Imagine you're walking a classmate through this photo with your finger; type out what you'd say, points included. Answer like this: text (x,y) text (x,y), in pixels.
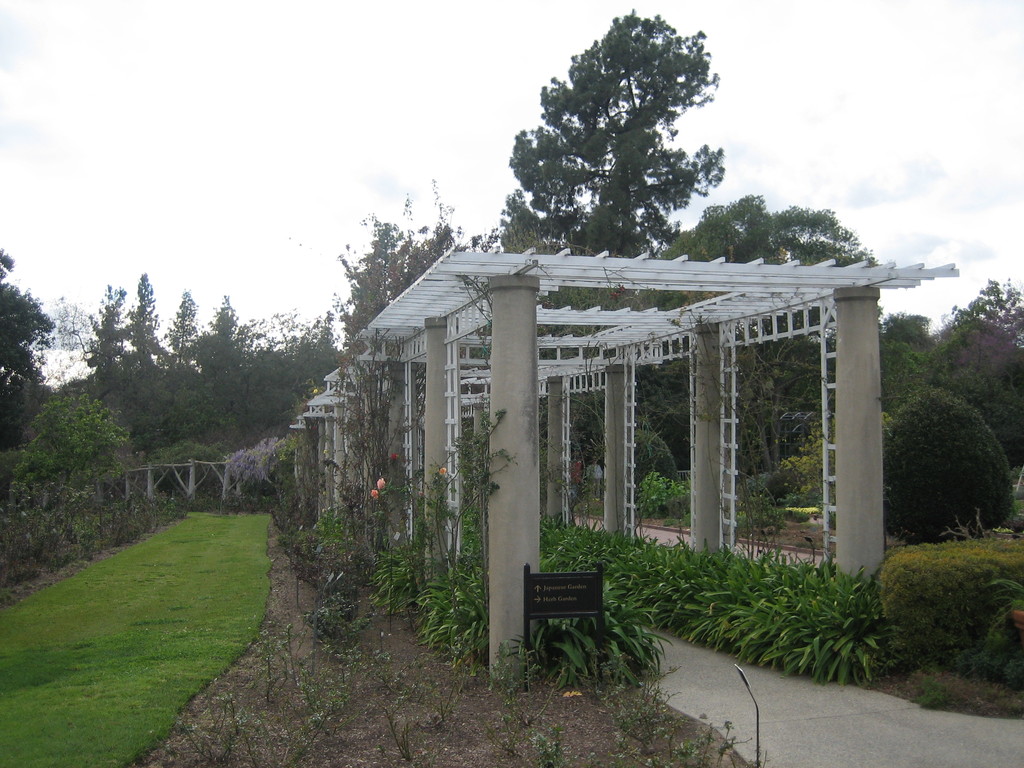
We can see pillars (517,436), plants (33,538) and grass (264,574). In the background (965,240) we can see trees (810,246) and sky (230,120).
